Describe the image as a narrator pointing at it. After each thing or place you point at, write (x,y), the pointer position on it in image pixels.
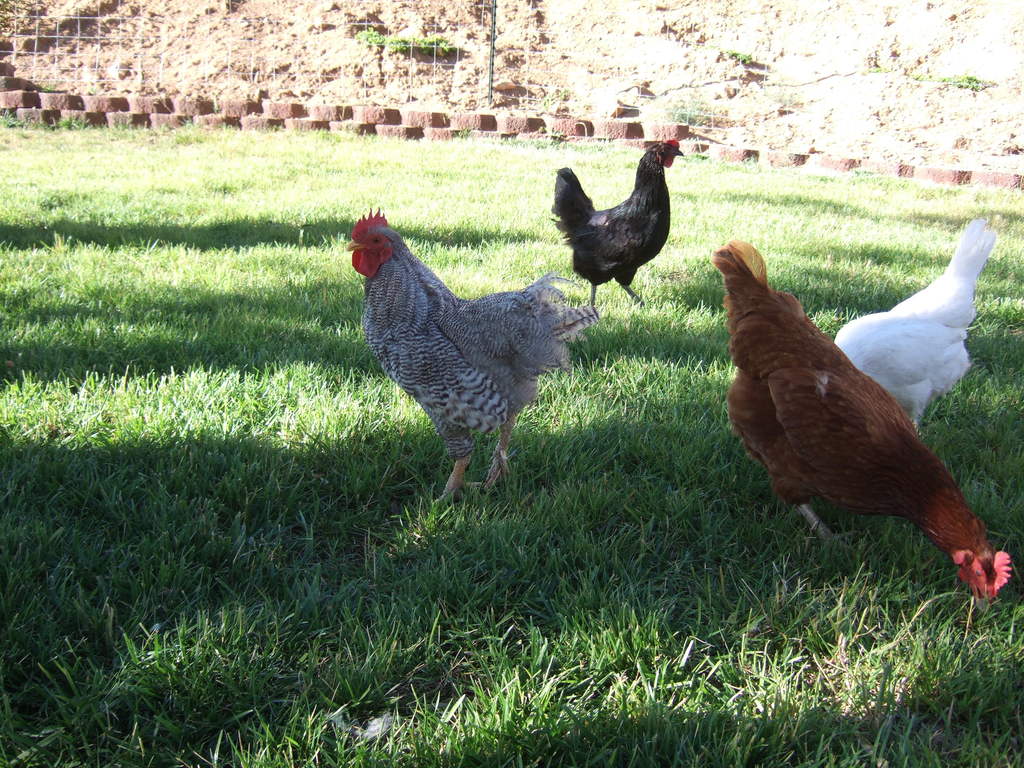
This picture is taken from outside of the city and it is sunny. In this image, in the middle (531,327), we can see a hen (535,353) standing on the grass (540,557). On the right side (973,237), we can see two hens (818,527) which are eating grass (784,730). On the right side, we can also see another hen (664,193) walking on the grass (690,296). In the background (515,100), we can see some bricks (775,163), net fence (315,50) and a land (509,29) with some stones (610,78). At the bottom (305,552), we can see a grass (514,544).
